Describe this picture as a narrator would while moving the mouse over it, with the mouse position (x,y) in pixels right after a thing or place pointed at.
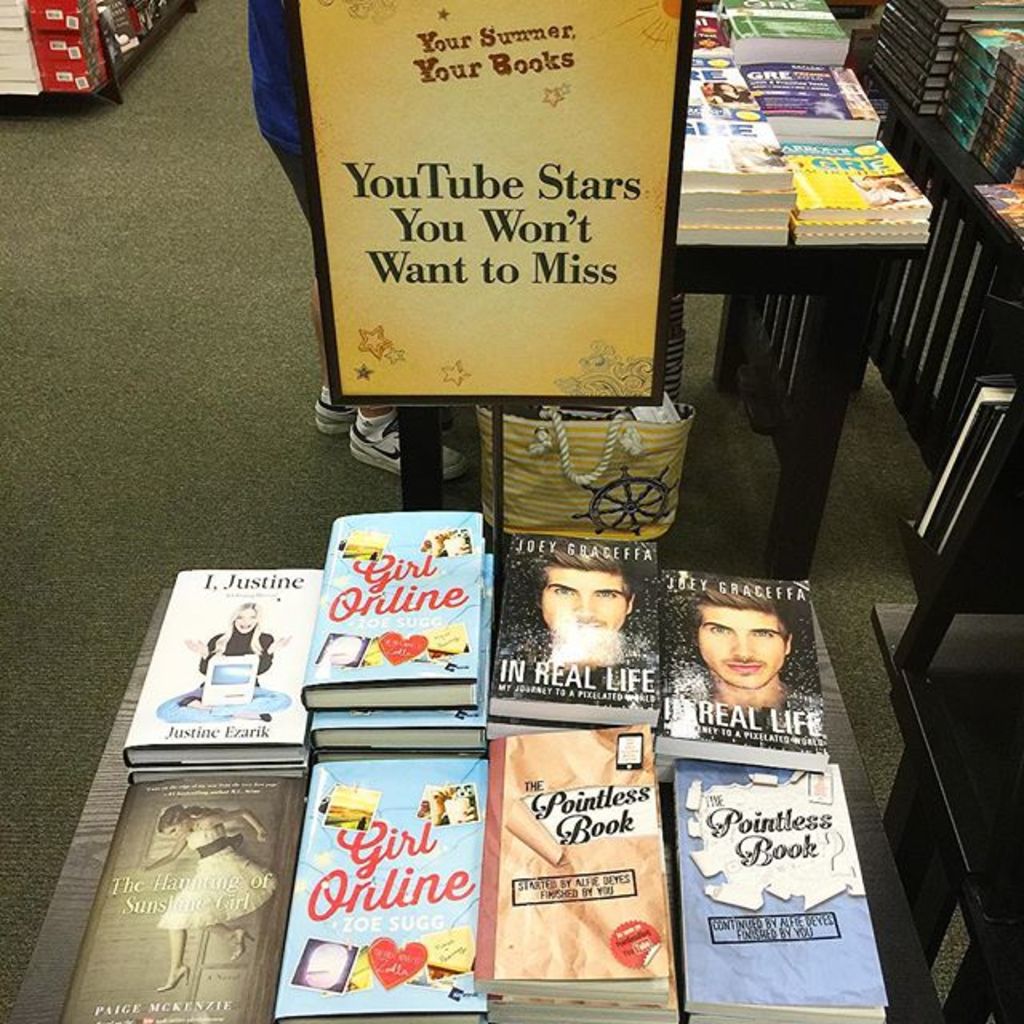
In this image I can see number of books (1007,212) on these tables (686,1018). In the centre of this image (516,499) I can see a person (270,68), a bag (572,426) and a board (329,210). On this board (466,113) I can see something is written.
